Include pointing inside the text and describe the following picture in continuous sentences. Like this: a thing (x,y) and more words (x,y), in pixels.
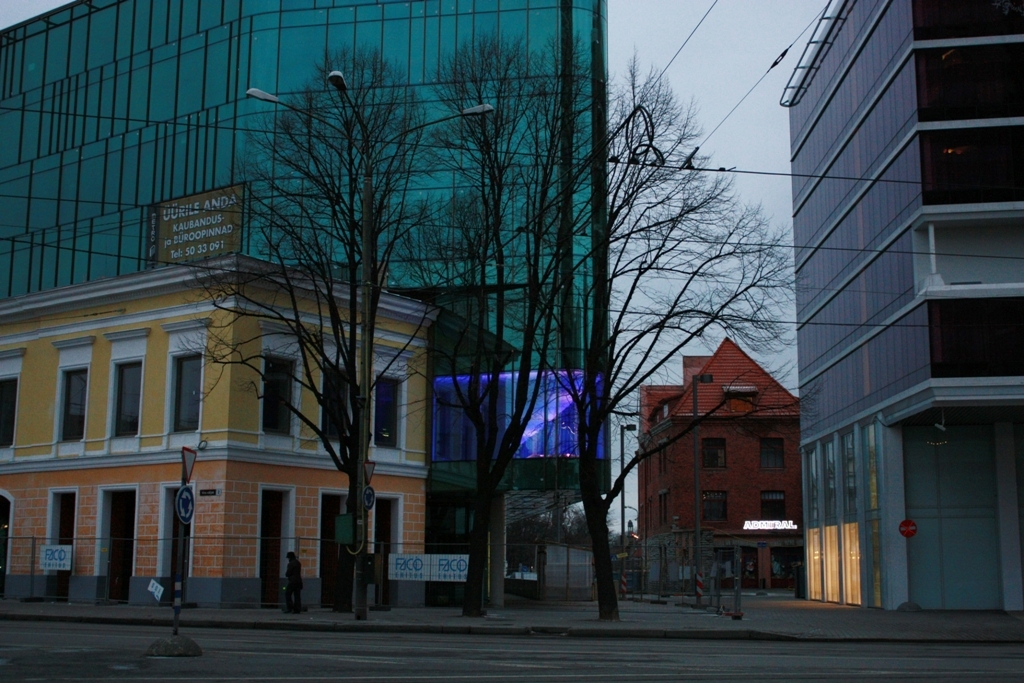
In the middle of the image (495,268) there are some poles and sign boards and trees (409,133) and buildings (200,162). Behind the buildings (875,32) there is sky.
